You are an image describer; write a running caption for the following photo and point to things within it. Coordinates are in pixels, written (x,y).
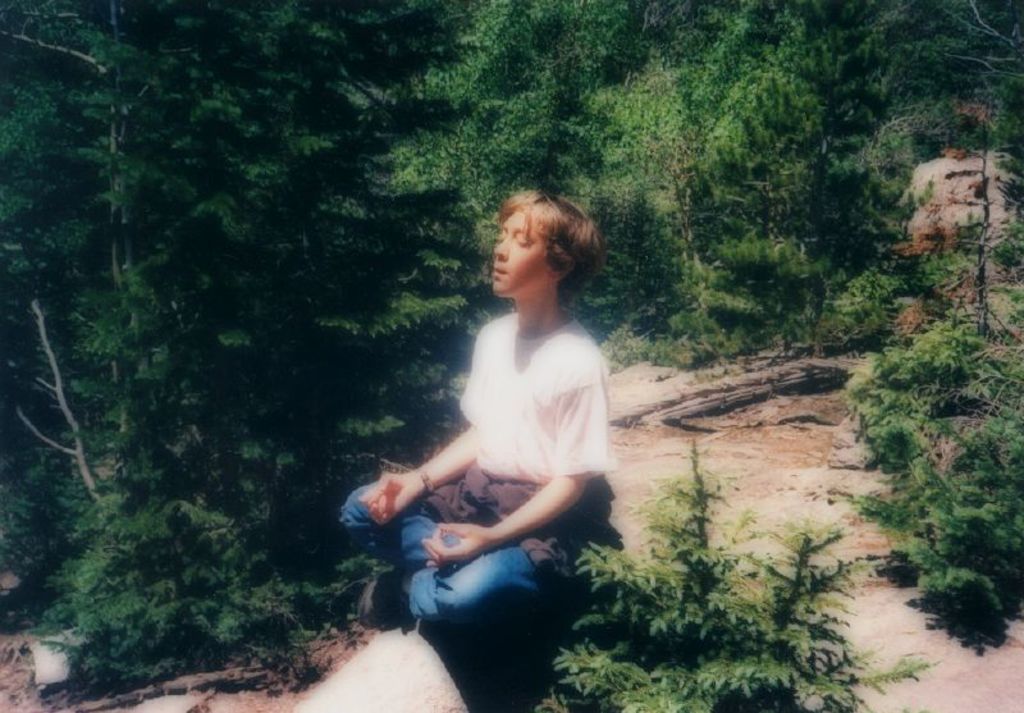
This picture is clicked outside. In the center (536,260) we can see a person (530,359) wearing white color t-shirt (525,384), sitting on the ground (558,627) and seems to be doing yoga and we can see the plants (693,336), trees (297,146) and some other objects (837,366).
